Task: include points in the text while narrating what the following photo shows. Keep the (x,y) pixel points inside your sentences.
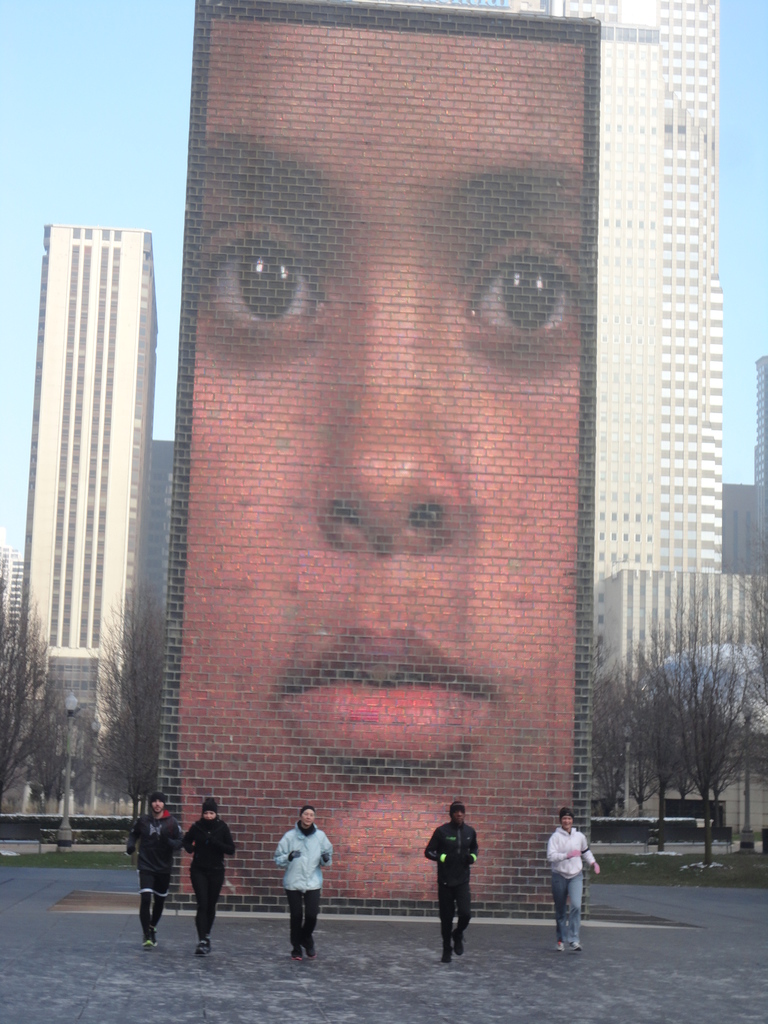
In this image I can see group of people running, background (293,274) I can see a screen (293,285). In the screen (266,341) I can see a person face (279,343), few buildings (40,382) in white color, trees (140,702), and the sky (60,86) is in blue color.
